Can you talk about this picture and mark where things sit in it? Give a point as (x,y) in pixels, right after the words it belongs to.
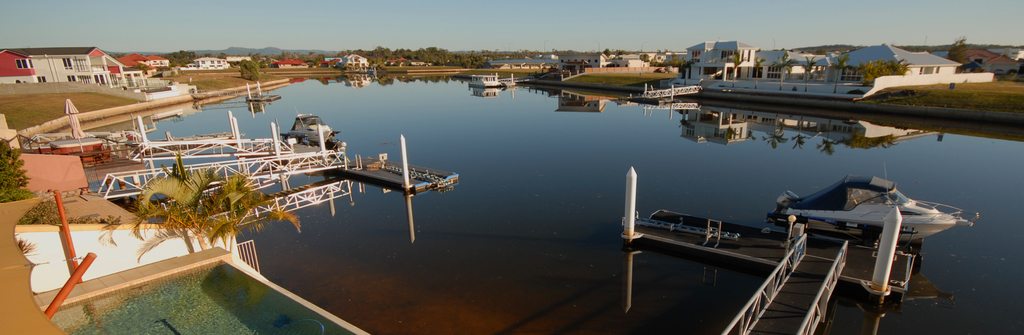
This image consists of water (503,187). In which we can see the boats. On the left (112,80) and right, there are buildings (710,52) along with the trees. At the top (494,9), there is sky (38,17).
